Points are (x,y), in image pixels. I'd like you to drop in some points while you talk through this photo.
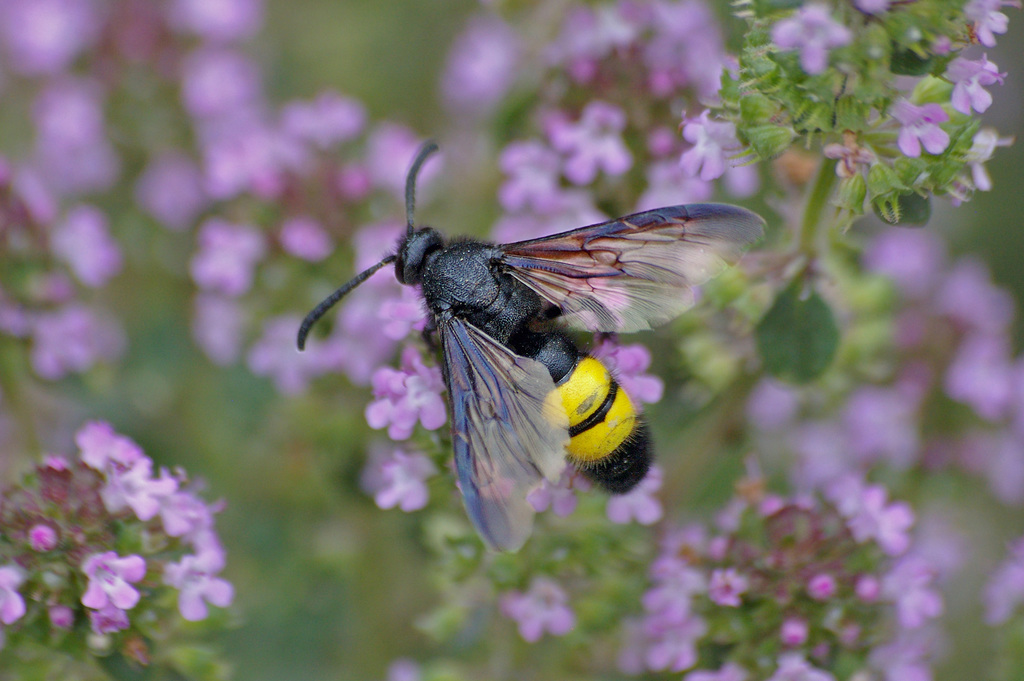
In this image we can see a insect (521,412) on bunch of flowers (390,425). In the background (924,662) we can see flowers (941,321) on plants (846,37).
